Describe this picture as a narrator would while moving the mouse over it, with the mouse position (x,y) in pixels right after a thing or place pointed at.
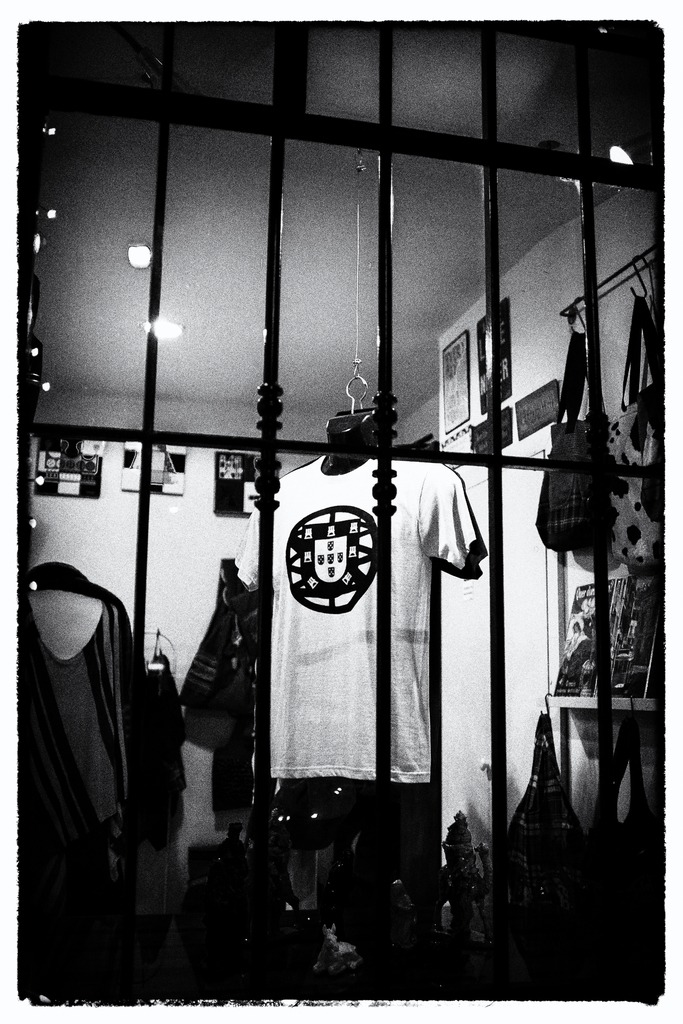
In this image in the foreground (488,291) there is a fence (156,279), and in the background (415,532) there are some clothes (281,749) and some bags (583,476) are hanging and on the wall (98,526) there are some photo frames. At the bottom (534,839) there are some bags (596,837) and boxes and on the top (287,215) there is ceiling (198,331) and some lights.
